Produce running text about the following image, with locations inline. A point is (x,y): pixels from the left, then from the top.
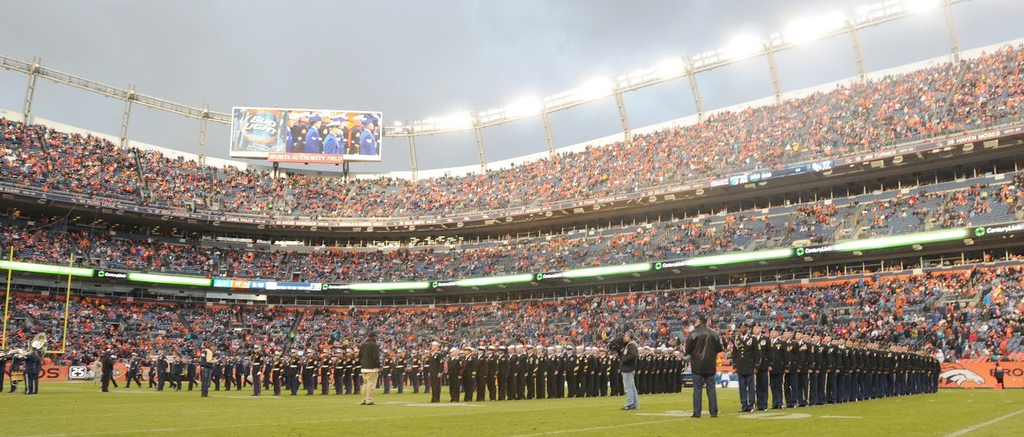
In the picture we can see the stadium (844,429) with a grass surface (835,429) on it, we can see many people (838,381) are standing with uniforms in the row wise and one man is standing with the camera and in the background (303,138), we can see many audiences (147,349) sitting and top of them we can see lights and hoarding (334,141) and behind it we can see the sky (519,88).
